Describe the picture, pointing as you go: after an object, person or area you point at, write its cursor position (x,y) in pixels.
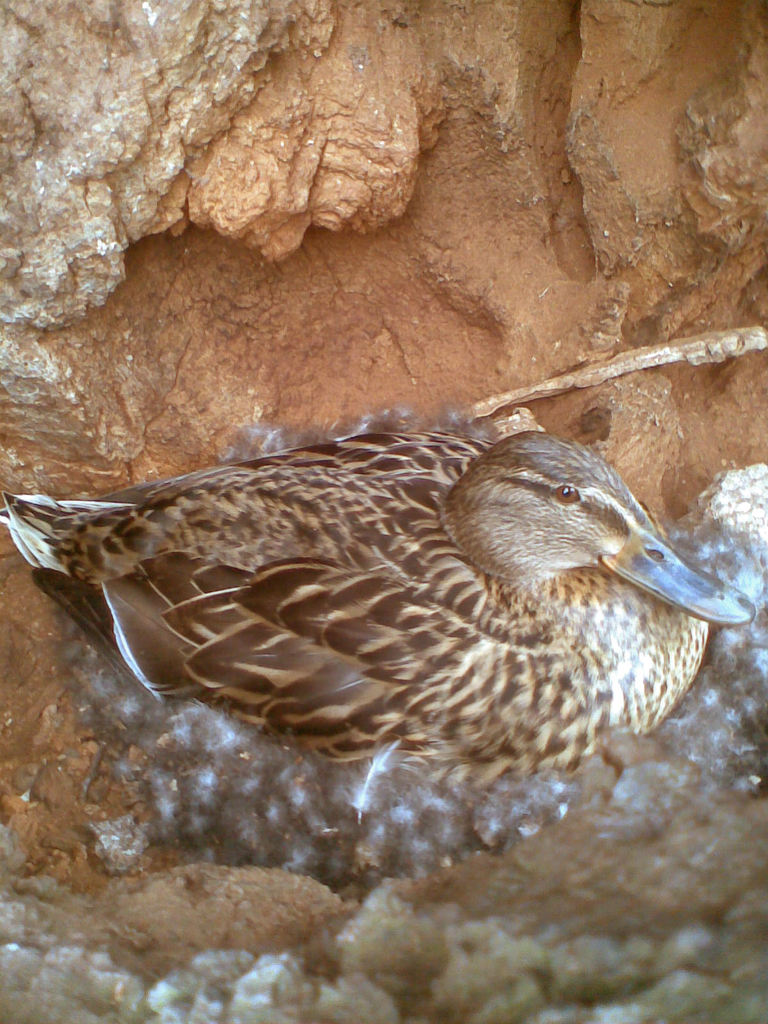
In the center of the image (399,506) there is a bird (456,576) in a nest (291,763). In the background of the image (557,118) there is rock (228,247).
